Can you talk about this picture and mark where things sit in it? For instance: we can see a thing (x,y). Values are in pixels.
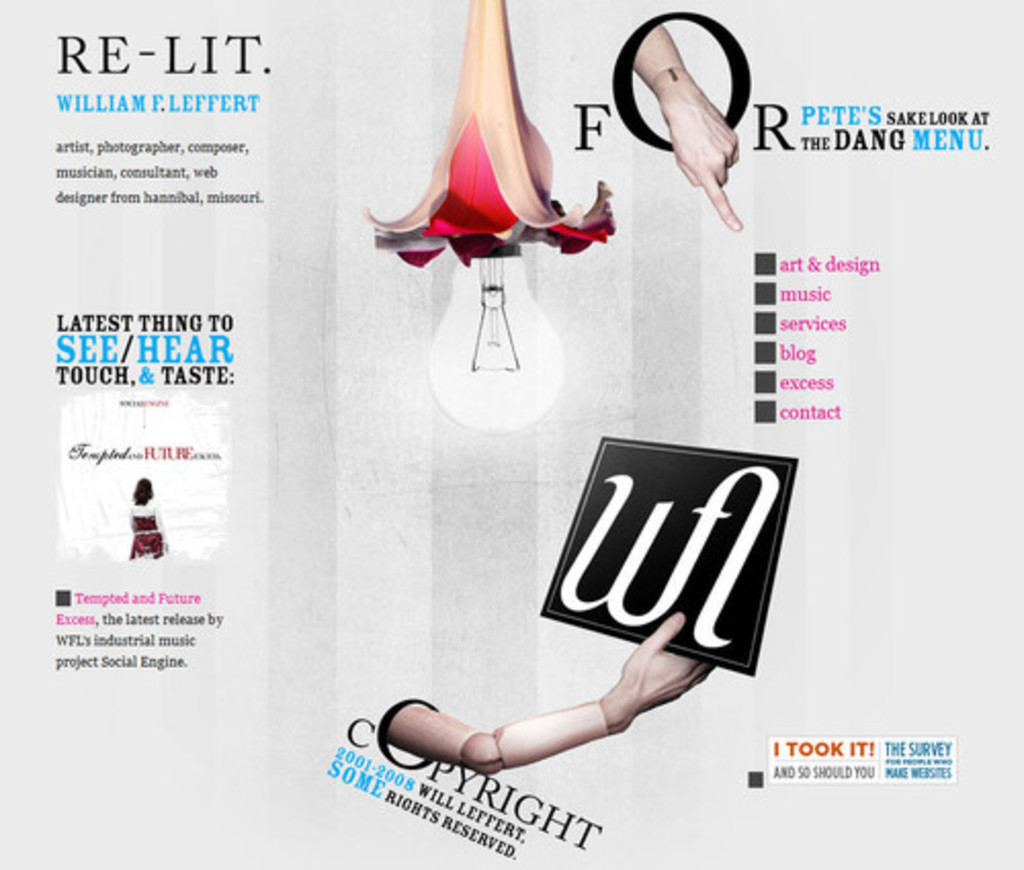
In this image we can see an advertisement (378,375).
